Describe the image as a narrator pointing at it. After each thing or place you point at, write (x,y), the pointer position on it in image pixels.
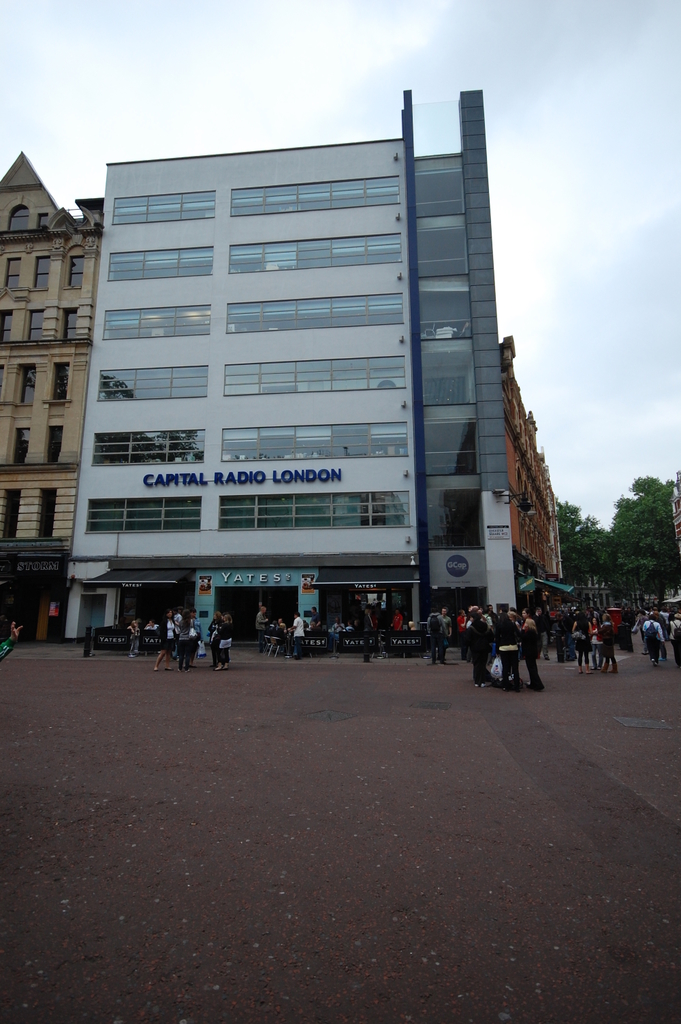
In this image in the center (362,440) there are buildings (362,495), on the buildings (464,491) there is text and there are some trees (644,543) and group of people (191,653). At the bottom (84,687) there is walkway (179,862), and at the top (151,85) there is sky (490,85).
